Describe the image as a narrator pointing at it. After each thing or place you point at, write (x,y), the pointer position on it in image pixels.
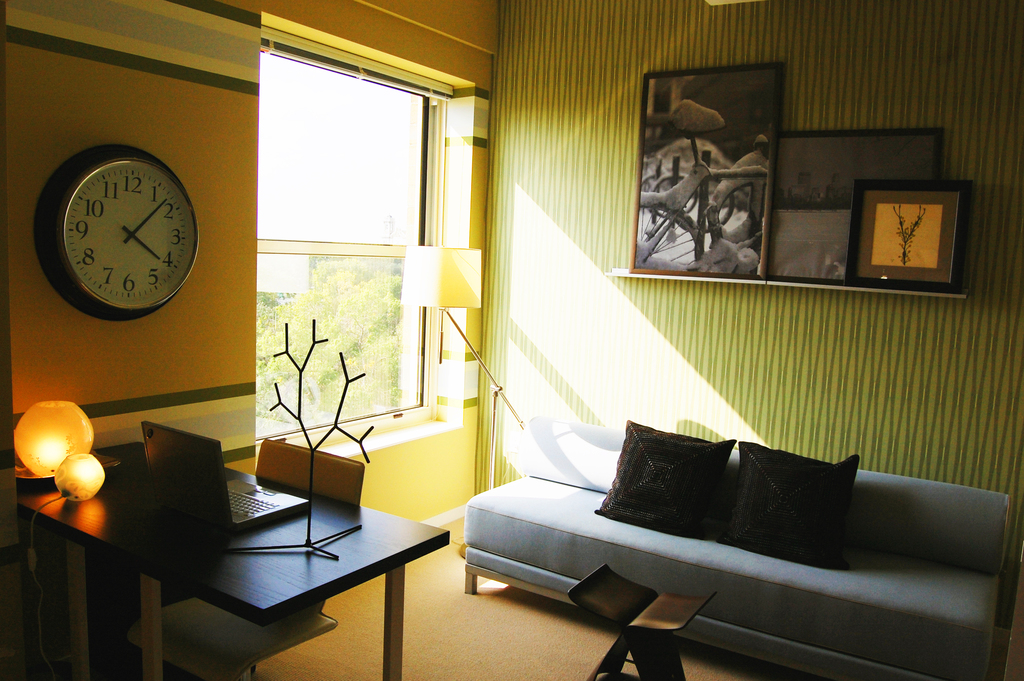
This image consist of a room (830,65). To the right (889,547), there is a sofa (874,535) in blue color on which there are two black pillows (683,475). To the left (226,476), there is a table (307,561) on which a laptop (163,446) and lights (66,458) are kept. In the background (408,240), there is a wall (592,271) and window (329,310). And there are frames (715,239) and a wall clock (138,223) fixed on the wall (220,236).
